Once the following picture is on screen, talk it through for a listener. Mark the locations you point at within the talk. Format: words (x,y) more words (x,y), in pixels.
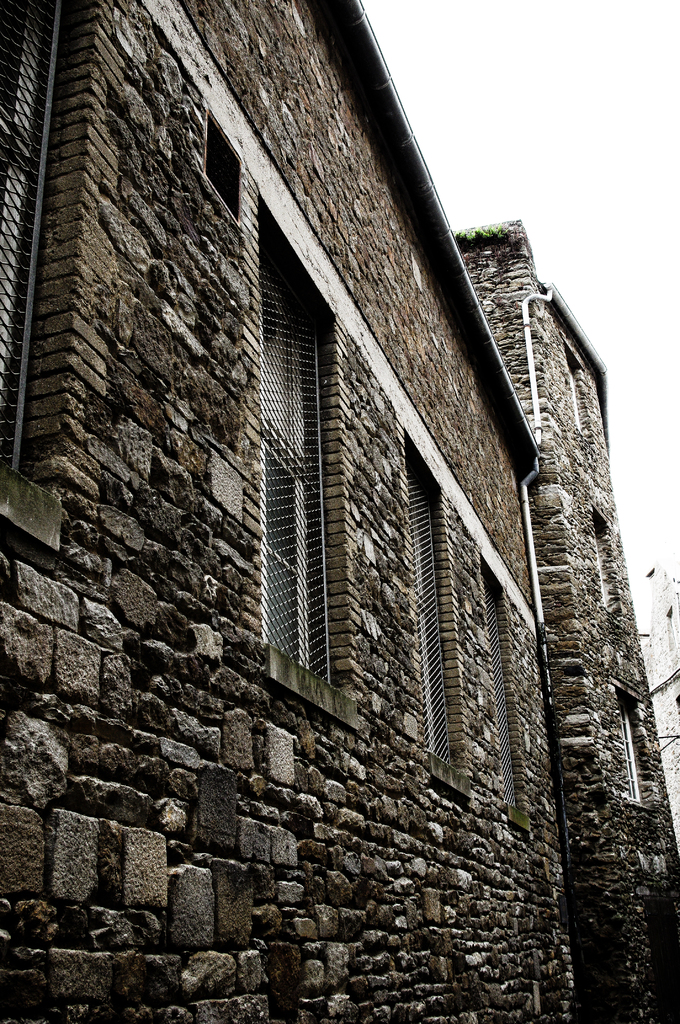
In this image there is a building (487,313) with the wall (398,614). There are windows (298,515) to the building (338,456). At the top (493,146) there is the sky (489,156).
